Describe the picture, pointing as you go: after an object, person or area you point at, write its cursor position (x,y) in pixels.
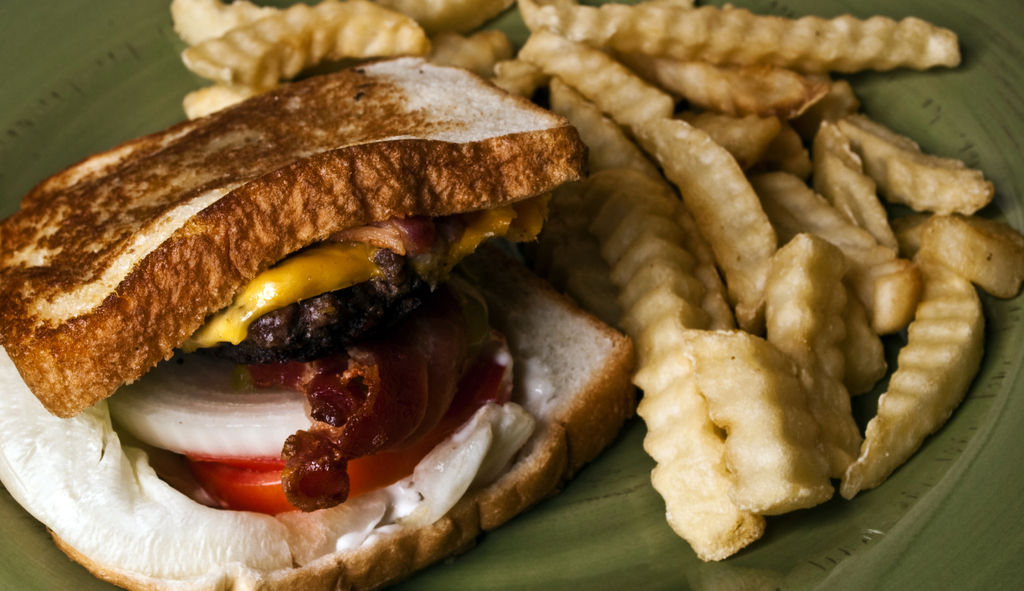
In this image, we can see bread (222,168) and there are some french fries (338,53) in the plate (533,578).
